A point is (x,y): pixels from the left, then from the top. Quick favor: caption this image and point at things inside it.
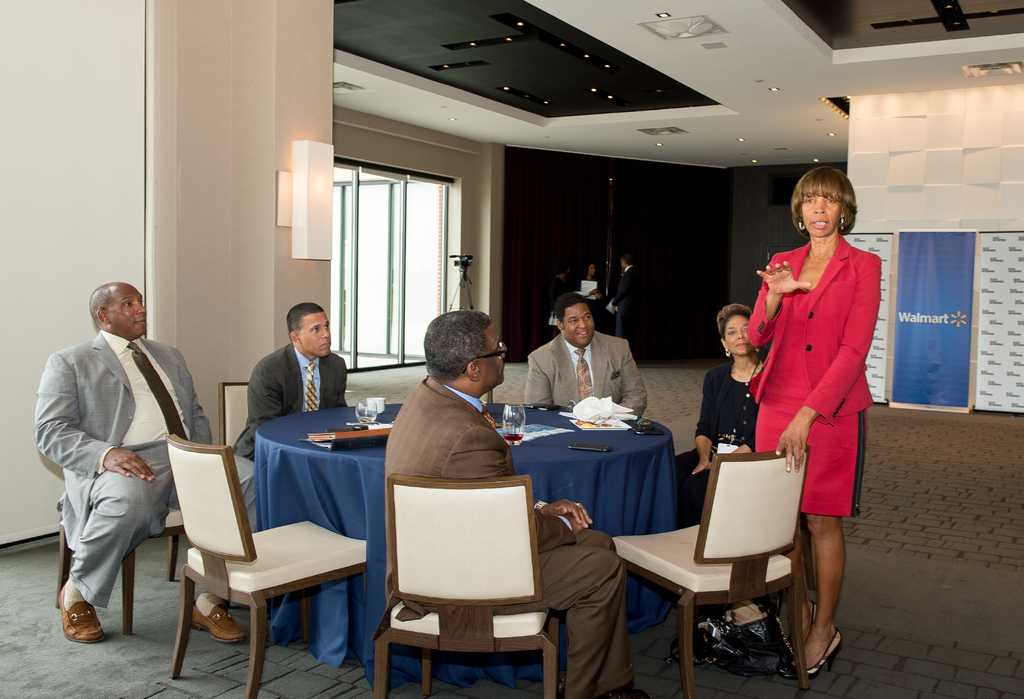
In the picture we can find a house (677,397) in a house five people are sitting on the chairs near to the table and one woman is standing and explaining something. In the background (358,120) we can find a window (443,226), wall (981,183) and ceiling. And the ceiling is filled with lights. And the woman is explaining the information is wearing a red dress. And the people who are sitting in the chairs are wearing a blazer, tie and shirts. And the table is covered with cloth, tissues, glasses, papers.
